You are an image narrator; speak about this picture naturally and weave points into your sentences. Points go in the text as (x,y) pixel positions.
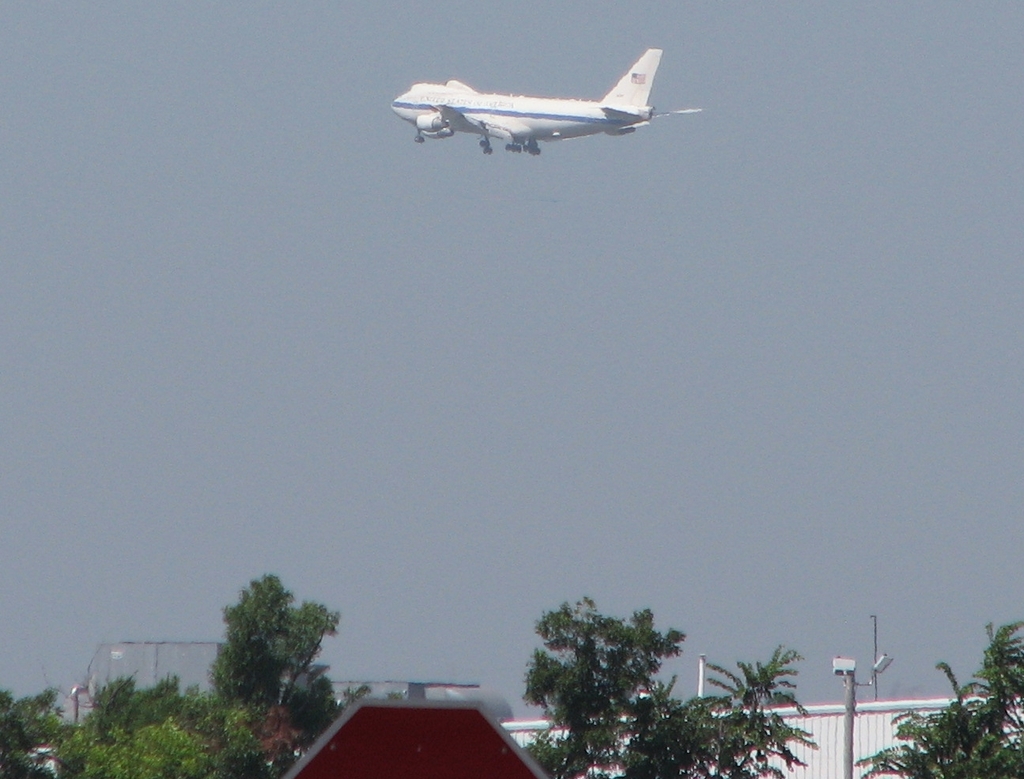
In the picture I can see an aeroplane (489,141) is flying in the air (496,196). I can also see trees (602,682), poles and some other objects (474,719). In the background (410,426) I can see the sky (423,440).
